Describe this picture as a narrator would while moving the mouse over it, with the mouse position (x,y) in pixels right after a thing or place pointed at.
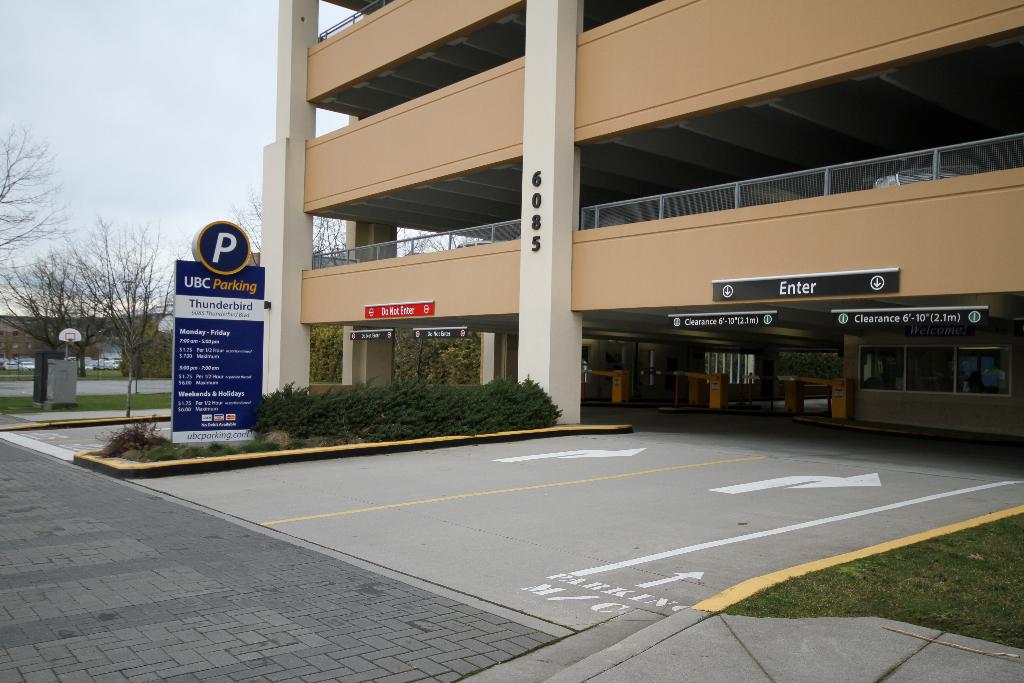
This image is clicked on the roads (341,630). At the bottom (424,624), there is a road (361,655). In the front (186,316), there is a board (221,254) in blue color. To the right (862,139), there is a building (717,347). It looks like a parking lot (463,248). In the background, there are trees (156,333). To the top (186,84), there is a sky (191,169).
